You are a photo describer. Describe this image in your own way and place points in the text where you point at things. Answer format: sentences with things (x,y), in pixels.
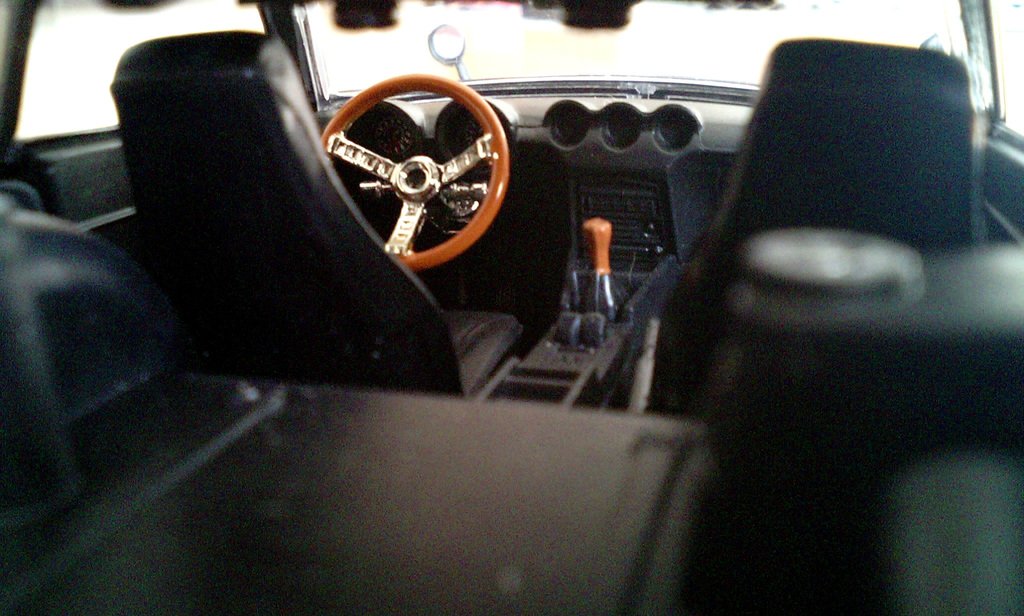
In this image, I can see the inside view of a car (653,430). This is a gear stick (586,318). I can see the seats (774,187). This is a steering wheel (437,166). This looks like an auto gauge (476,124) on the dashboard (596,108). At the top of the image (483,47), that looks like the glass (664,24).
